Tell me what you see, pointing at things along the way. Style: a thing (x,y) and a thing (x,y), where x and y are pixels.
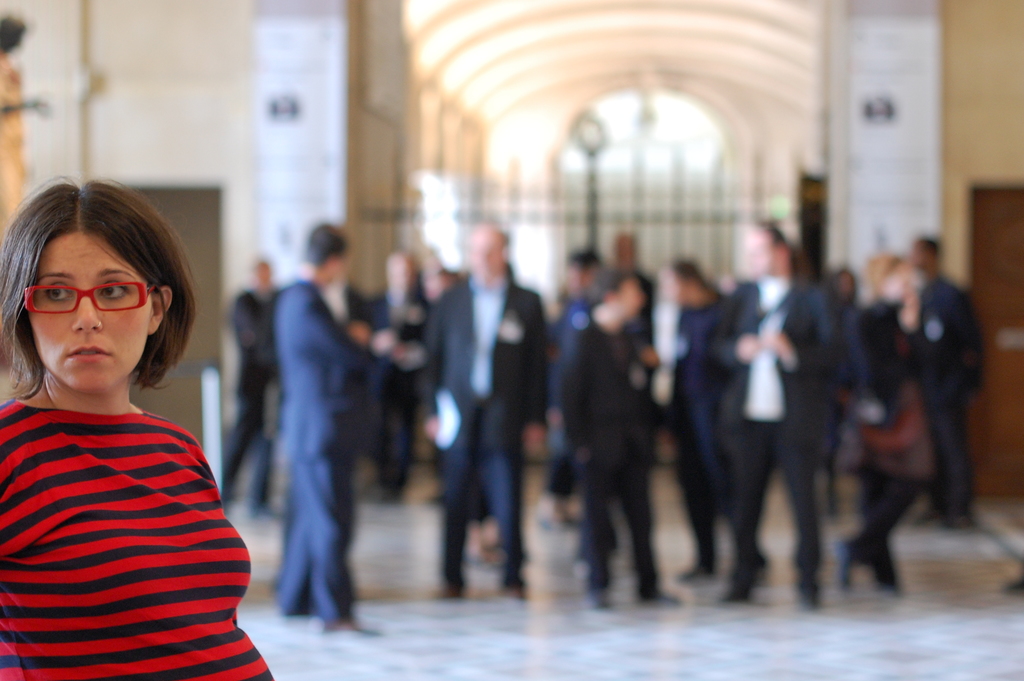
In this image there are group of people (586,343) in a hall (748,43), in the left side (103,537) there is a women (95,575).
